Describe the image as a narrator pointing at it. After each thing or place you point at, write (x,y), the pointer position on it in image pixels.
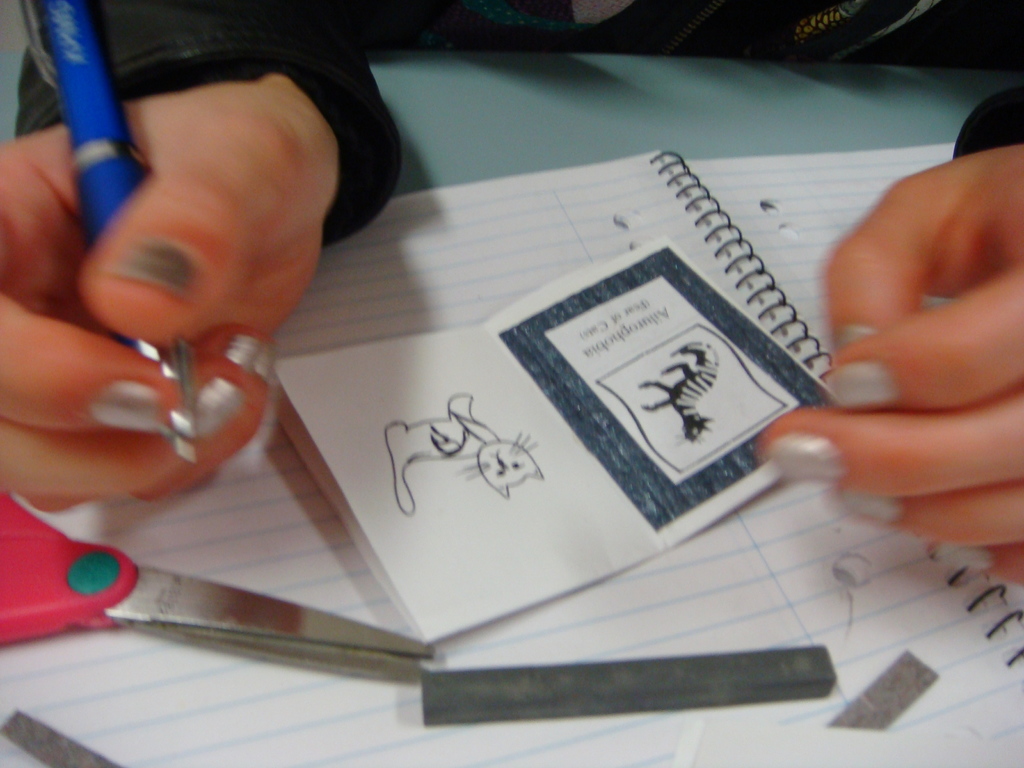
In the picture we can see a table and a book (235,510) with a person's hand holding a pen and on the book (952,660) we can see a small book (497,464) with some drawing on it and besides we can see a scissors (113,606) and a grey stick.
